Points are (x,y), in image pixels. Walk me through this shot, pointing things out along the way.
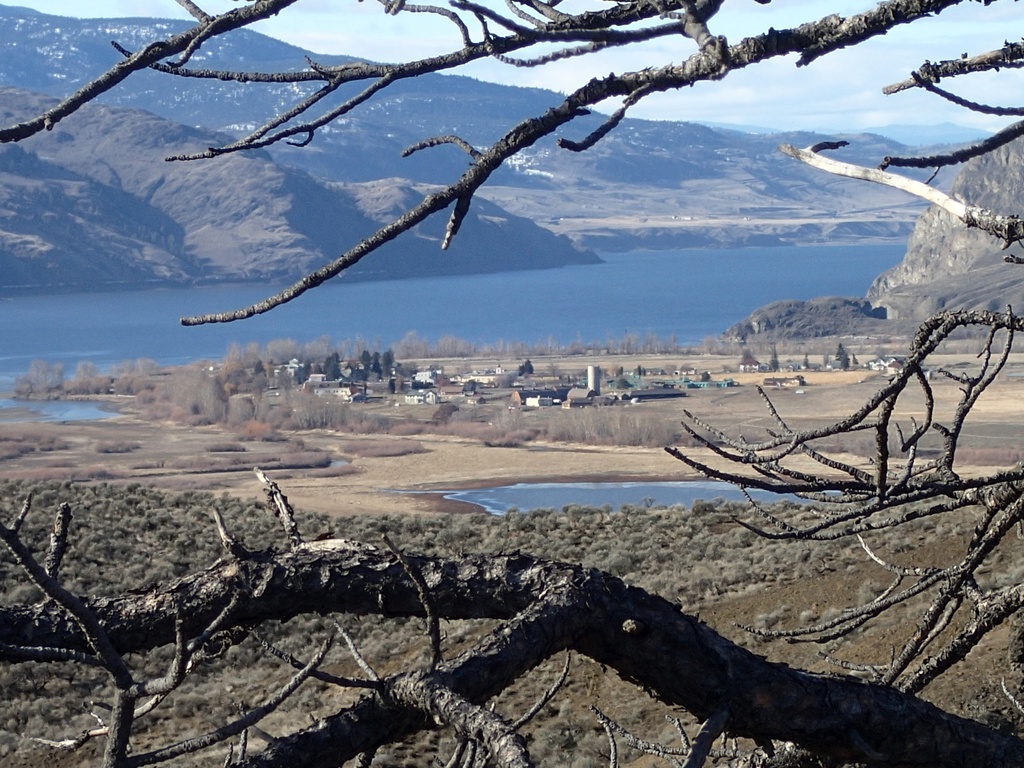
In this image we can see branches (1001,481) of trees (1001,481), few trees (588,422), buildings (578,396), water (761,278), mountains (413,131) and the sky (742,31) in the background (972,249).
